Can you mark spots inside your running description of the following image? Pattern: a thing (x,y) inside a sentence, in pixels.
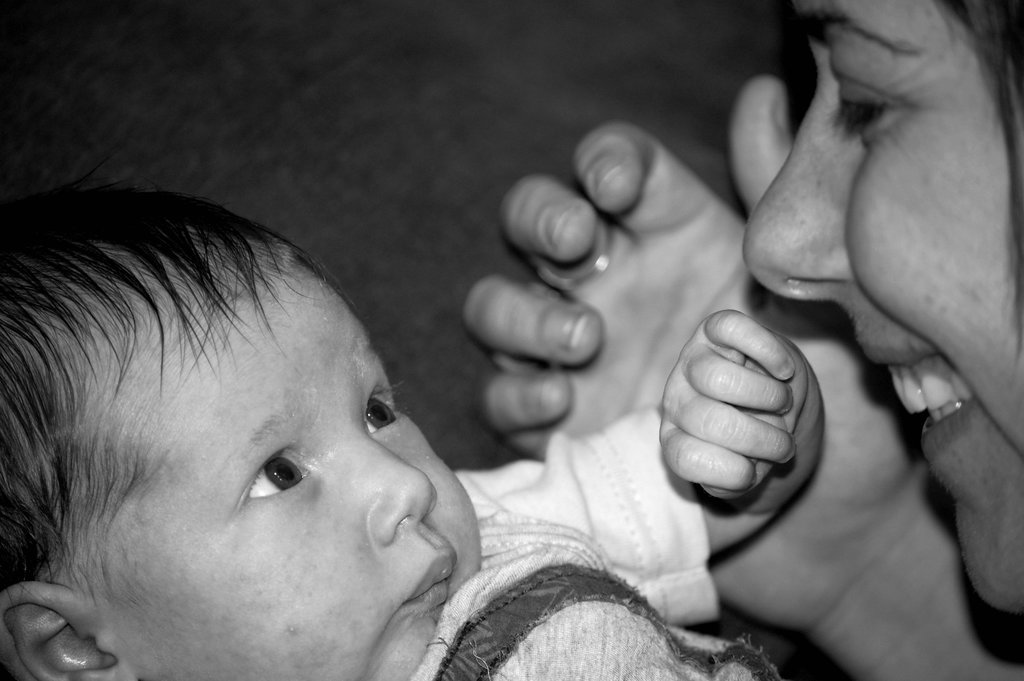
In this picture we can observe a baby (642,538). There is a woman (881,246) smiling on the right side (969,311). This is a black and white image.
